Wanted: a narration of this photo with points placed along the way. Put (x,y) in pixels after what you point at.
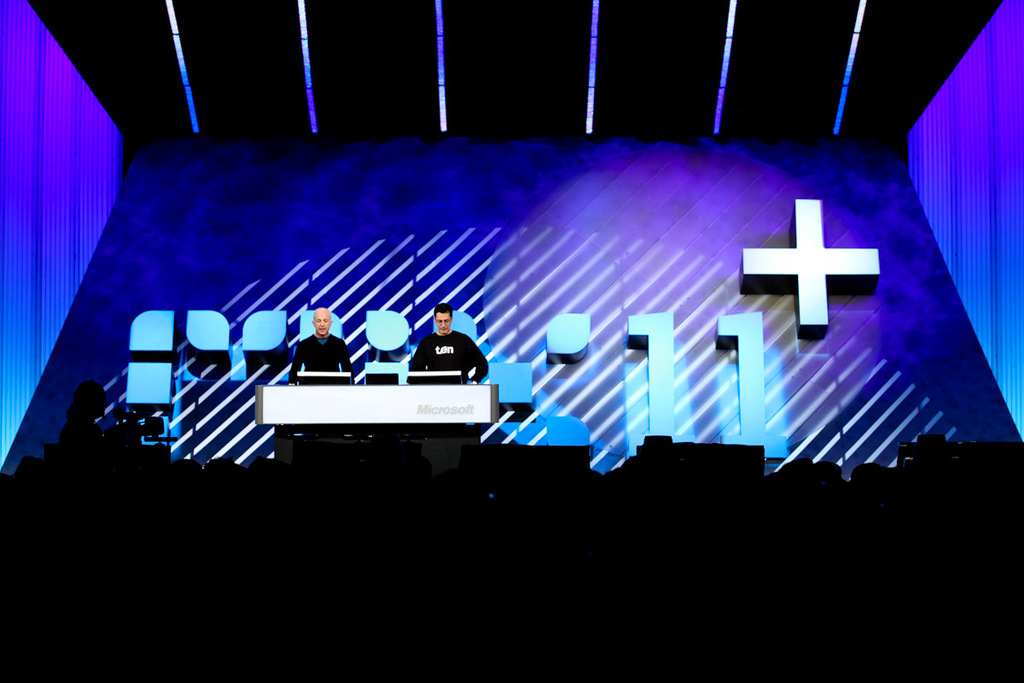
In this image we can see two persons (442,342) wearing black color T-shirt (445,368) standing on the stage (373,461) behind something and in the background of the image (390,195) there is blue color sheet (352,220) and in the foreground of the image (406,534) there are some persons (481,573) sitting on chairs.
